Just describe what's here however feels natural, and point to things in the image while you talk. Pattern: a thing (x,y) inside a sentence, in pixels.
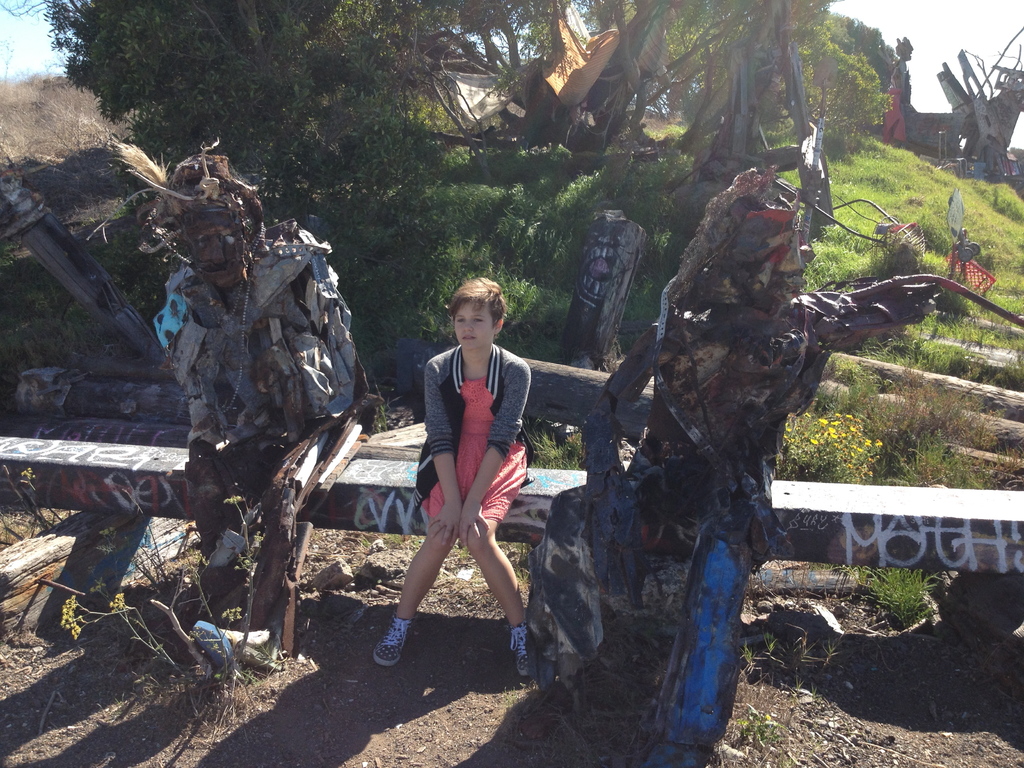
In this image we can see some statues (611,435) and a person (476,475) sitting on the pole (342,483), there are some trees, grass (914,405), wood (42,472) and some other objects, in the background (934,5) we can see the sky (937,14).
